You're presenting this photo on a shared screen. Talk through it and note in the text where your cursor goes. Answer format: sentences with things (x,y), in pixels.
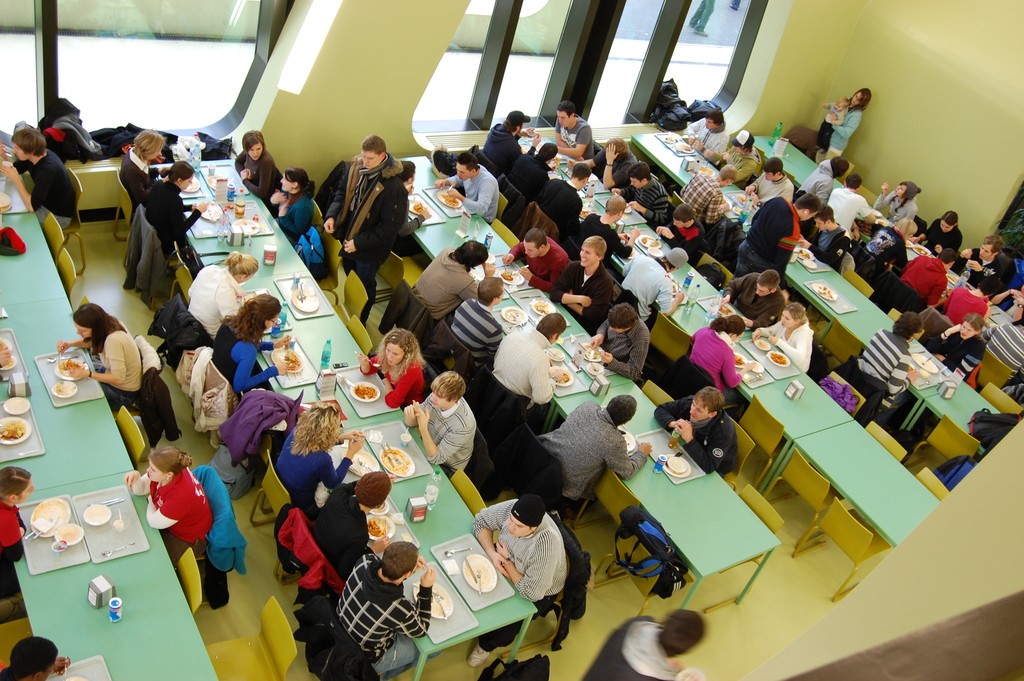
In this picture we can see the top view of a cafeteria (781,371) where many people (454,379) are sitting on chairs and having food (287,361) on their tables (303,388).
